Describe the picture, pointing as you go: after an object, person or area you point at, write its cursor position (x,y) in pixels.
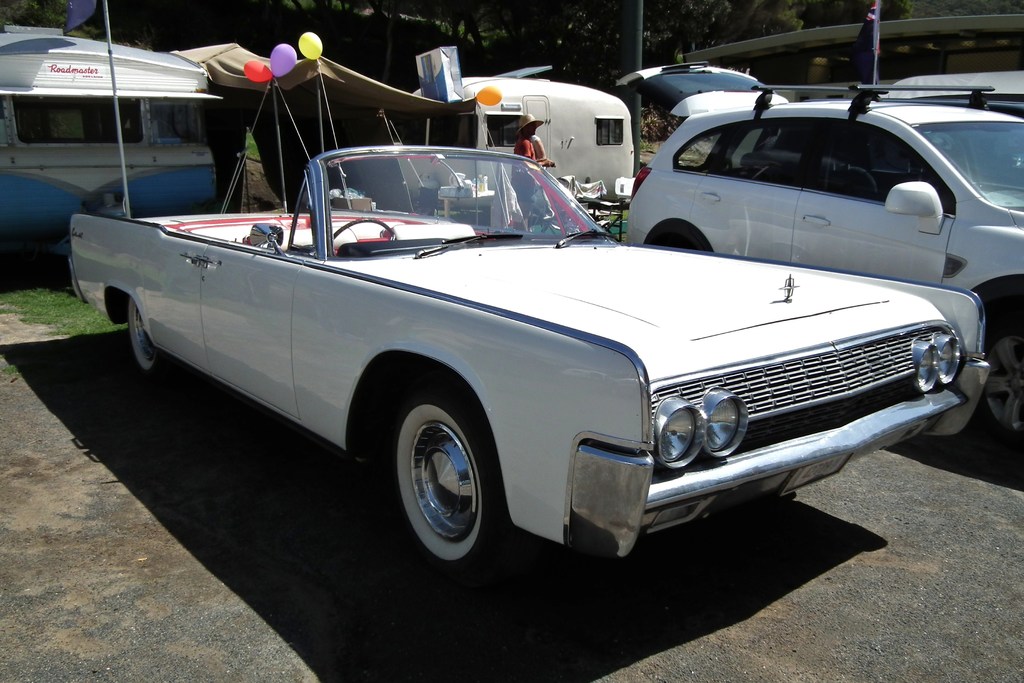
In this image in the middle (601,366) there is a car (302,218) back side of car (581,362) there is a tent house (277,97) and on which there are few balloons (488,100), on the left side (20,78) there is a vehicle (11,70) and pole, beside the tent house (329,88) there is a van (574,124) and a person (529,126) visible, on the right side (821,86) there is a car (1004,262), poles (633,38) and trees (677,19) visible.
